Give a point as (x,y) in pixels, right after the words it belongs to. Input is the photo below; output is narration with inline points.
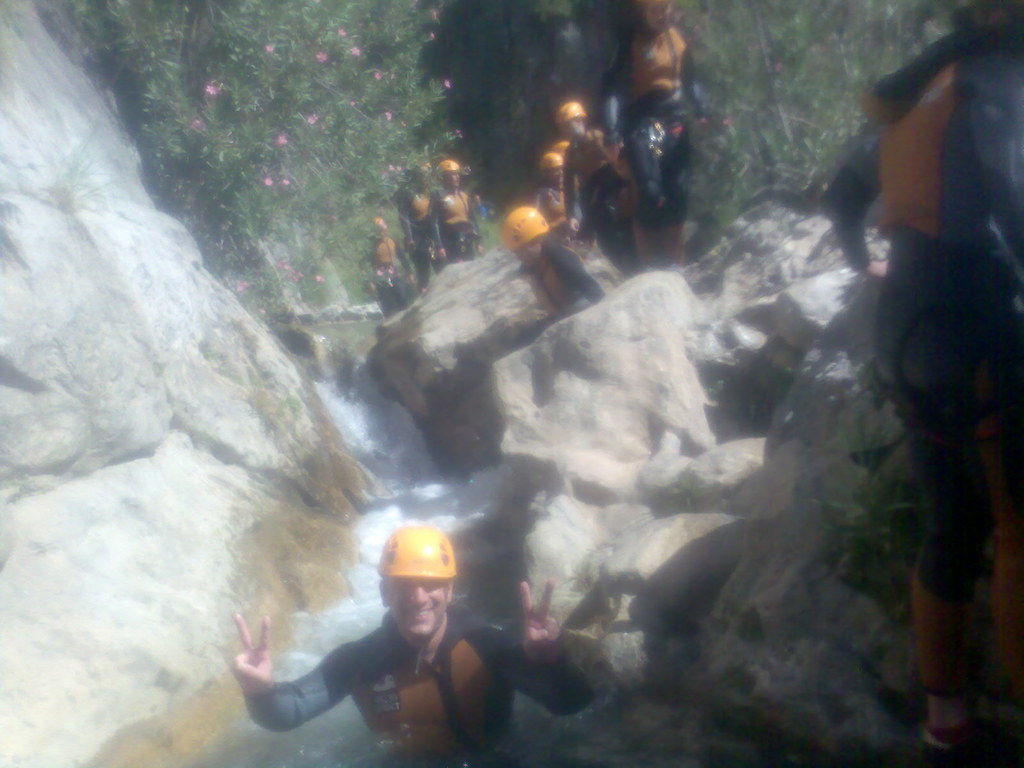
In this image, we can see the waterfall (360,552). We can see some rocks (63,652). There are a few people (630,44). We can see a hill (97,207) on the left (124,237). We can see some trees (483,136).
